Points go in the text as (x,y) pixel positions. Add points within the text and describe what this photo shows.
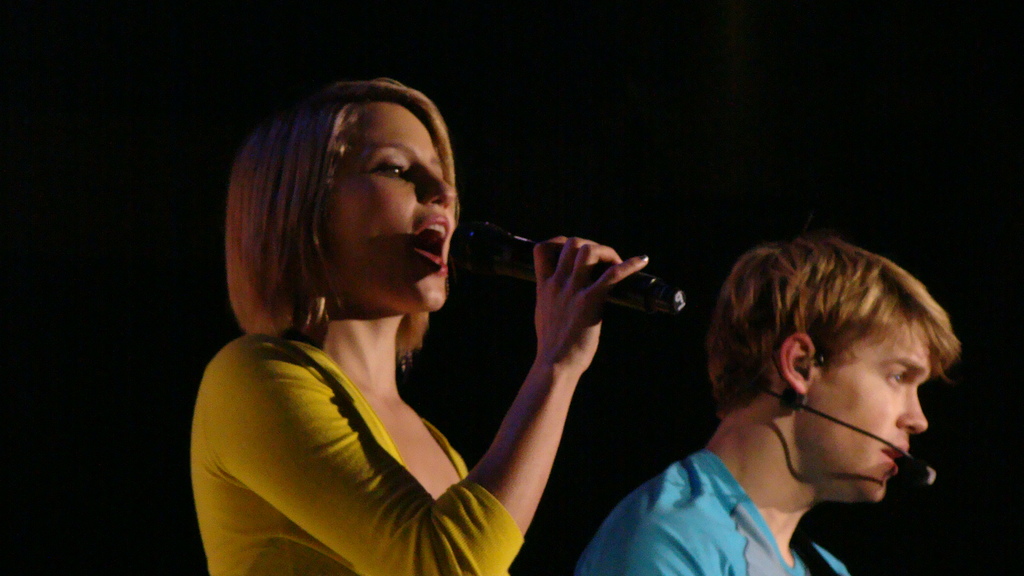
In this image there is a woman (303,242) singing through the mic (491,243). Beside her there is a man (800,433) who has a mic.
